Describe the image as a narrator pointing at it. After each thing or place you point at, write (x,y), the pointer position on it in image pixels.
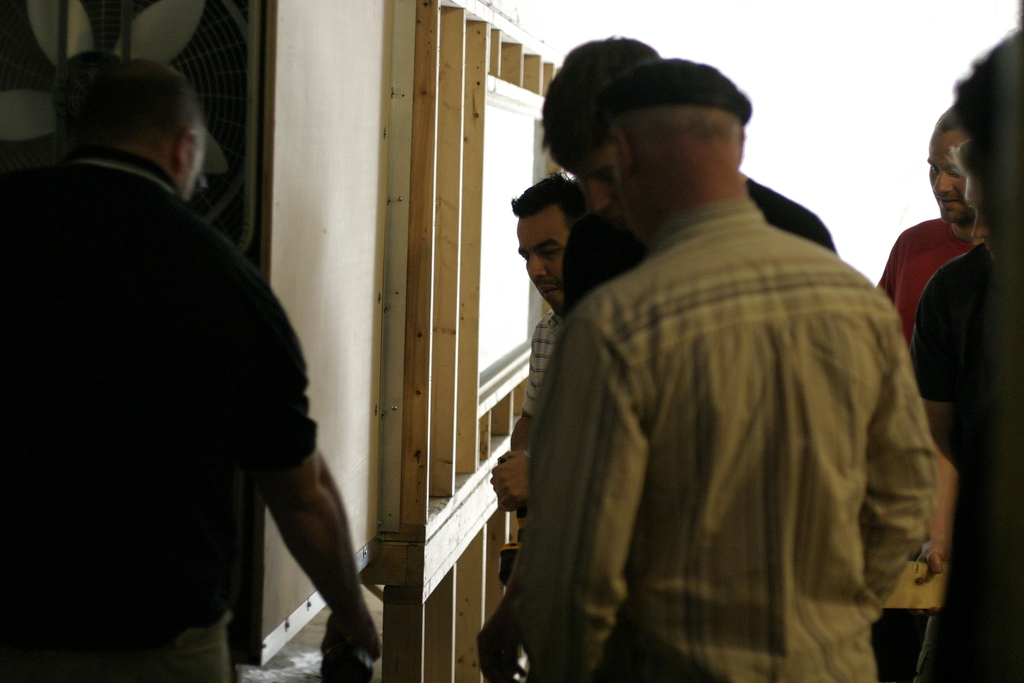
In this image we can see many people (705,402). There is a wooden stand (441,359) with wooden pieces (441,286). On the left side (185,24) there is a fan (224,155). And one person (190,388) is holding something in the hand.
